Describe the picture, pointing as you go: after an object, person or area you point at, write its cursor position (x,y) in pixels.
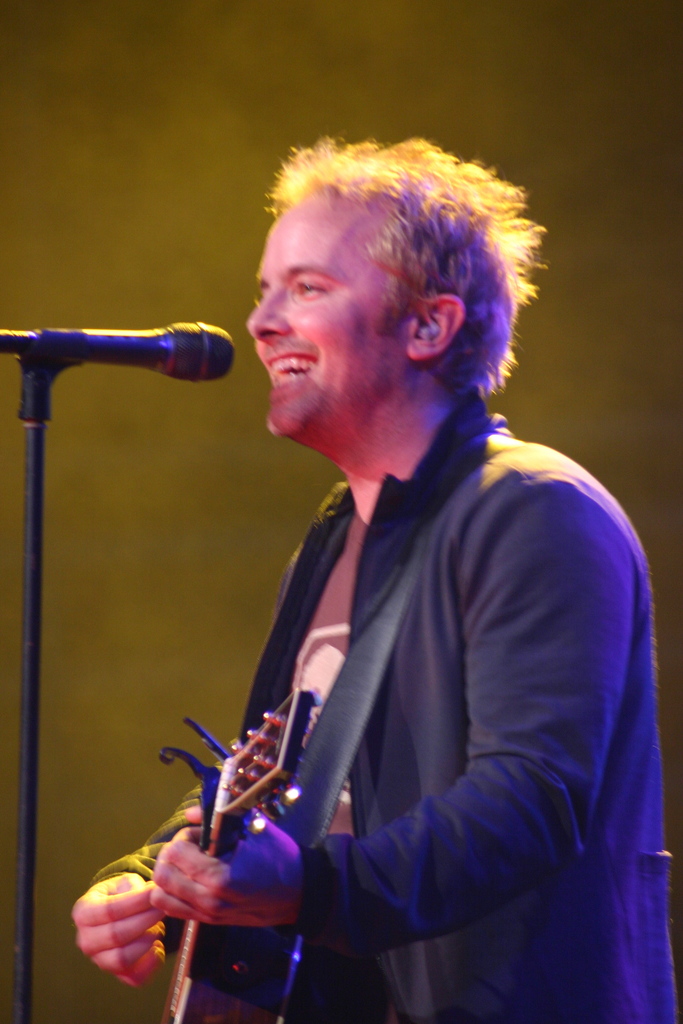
There is a person (631,980) standing in the center (447,626). He is playing a guitar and he is singing on a microphone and there is a pretty smile on his face (319,315).
